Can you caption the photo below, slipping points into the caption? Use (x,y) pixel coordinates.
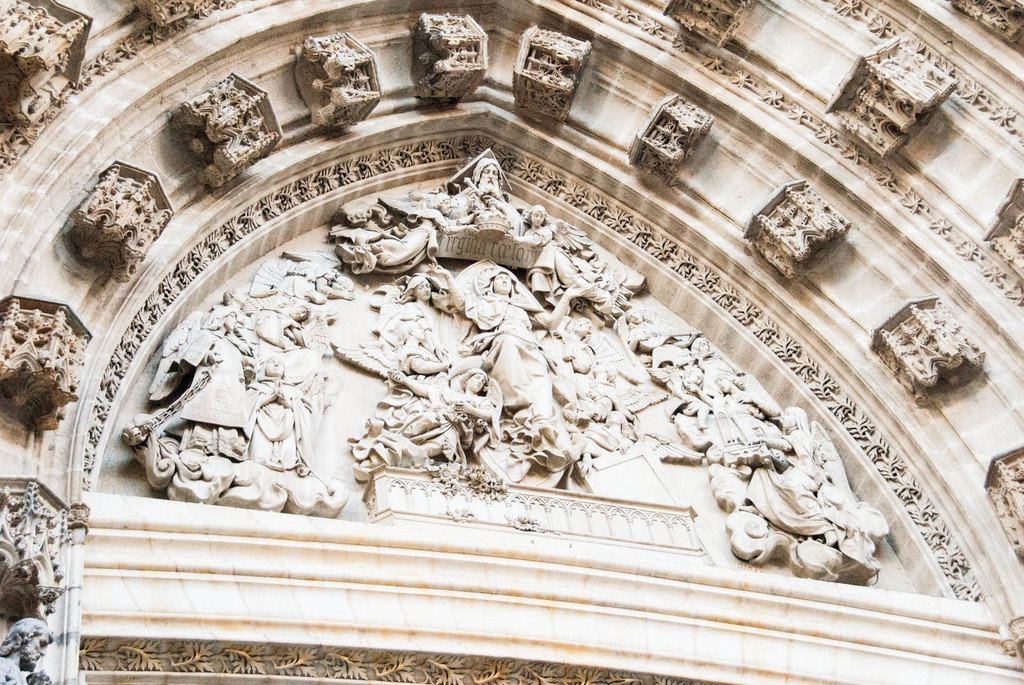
In this image there is a wall (520,186), there are sculptures (423,331) on the wall (798,317), there is text (511,246) on the wall (803,331).
